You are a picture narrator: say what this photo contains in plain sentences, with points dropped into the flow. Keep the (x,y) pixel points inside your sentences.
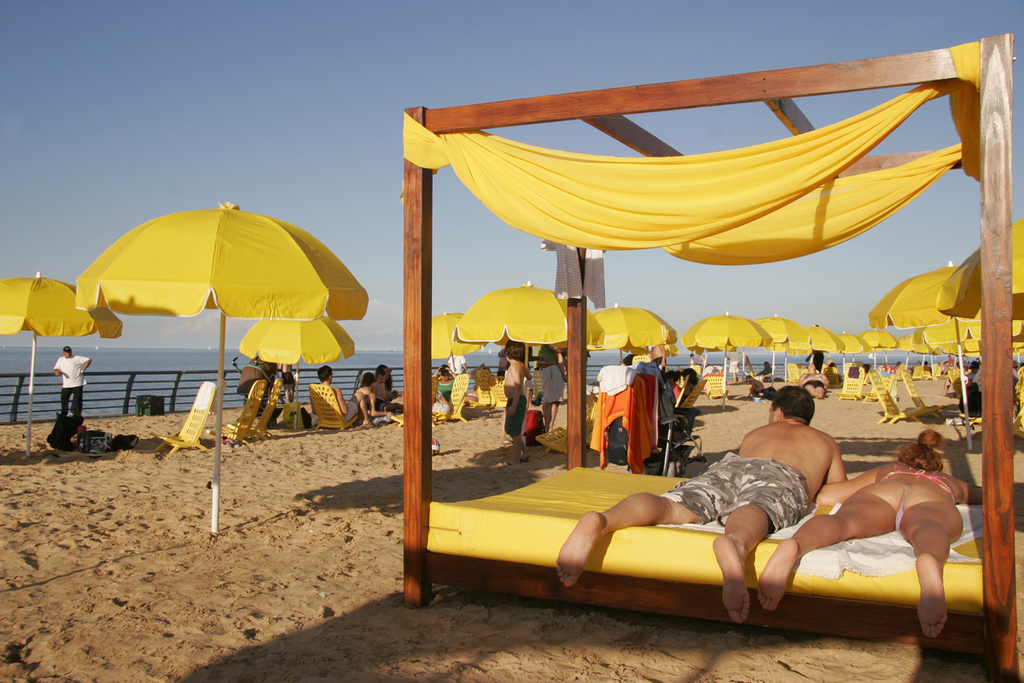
In the foreground of this image (841,467), there is a man (783,481) and a woman (811,541) lying on a bed (544,518) and we can also see yellow color curtains (672,214) to it. In the background (269,294), there are umbrellas (771,339), chairs (874,387), few people (512,379) standing and sitting and also there is sand (158,582) at the bottom (189,600). In the background (162,391), there is water (188,351), railing (209,373) and the sky (250,150).
